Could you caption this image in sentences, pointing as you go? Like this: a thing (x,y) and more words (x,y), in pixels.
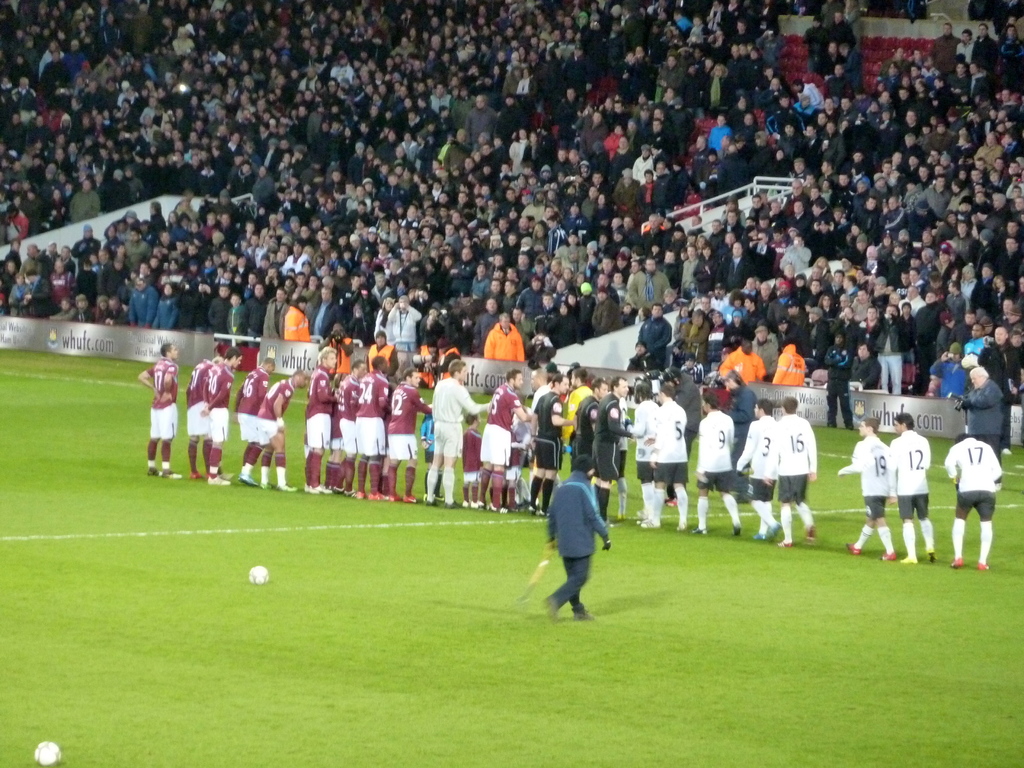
There is a person (587,572) holding a bat (534,574) and balls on the grassland (420,589), people (618,461) standing in the series in the foreground area of the image (454,445), there are people (657,215) standing as the audience (451,213), posters (207,346) and a staircase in the background (459,346).
